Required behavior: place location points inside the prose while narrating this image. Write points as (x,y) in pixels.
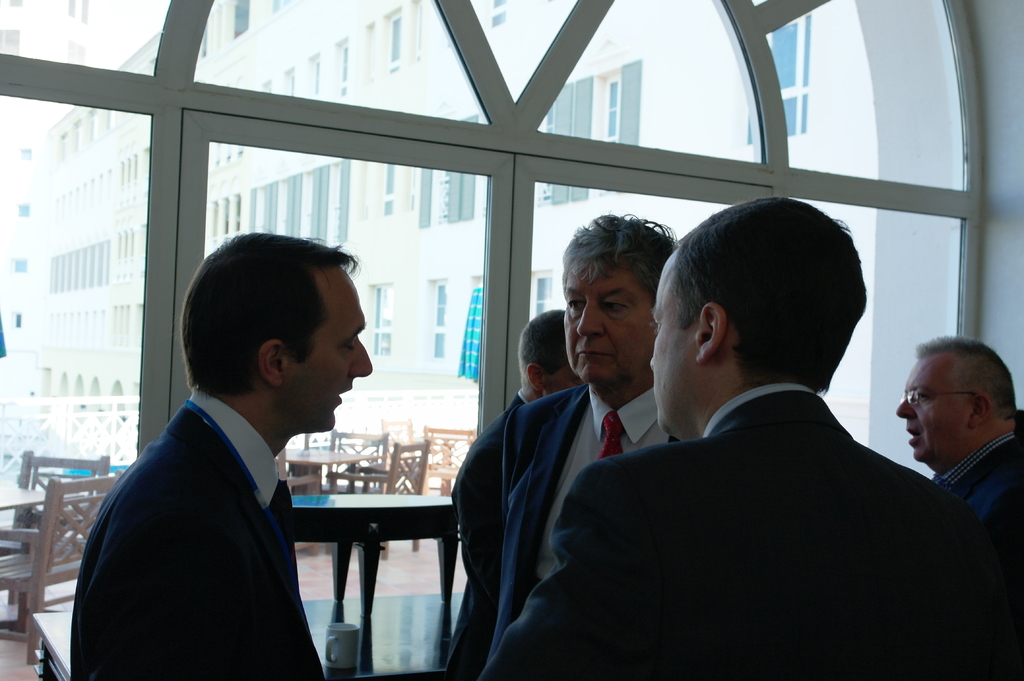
In this picture there are some people (615,478) standing and talking to each other. All of them were men (510,530). In the background (385,508) there is a table (335,525) and a doors (506,239) through which some buildings (137,206) can be seen.
